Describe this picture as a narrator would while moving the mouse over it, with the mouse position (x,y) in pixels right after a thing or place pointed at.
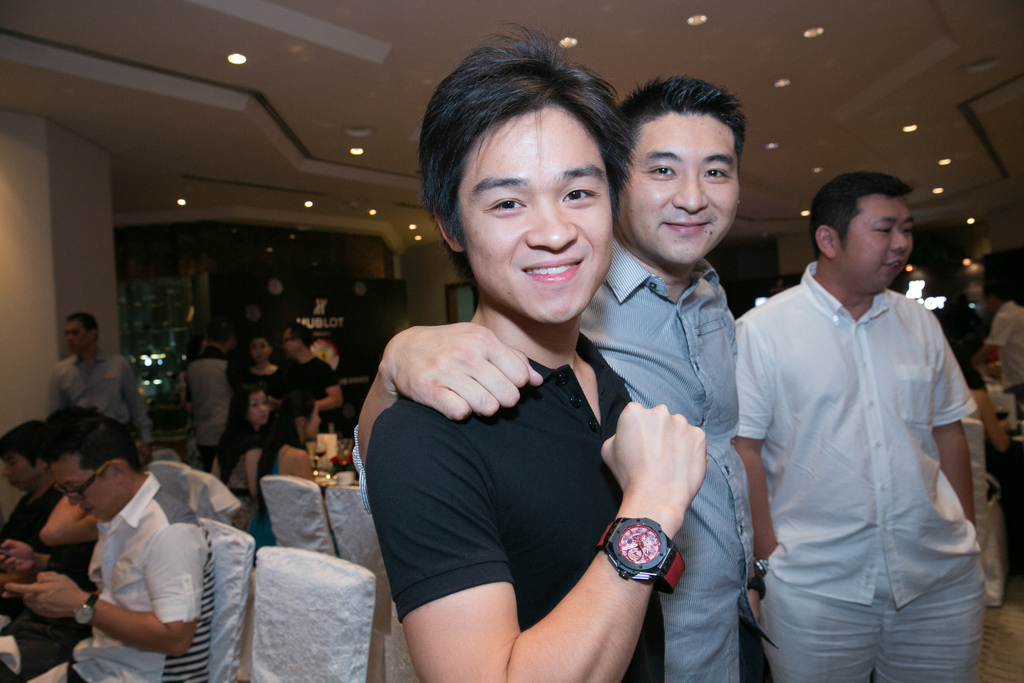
In this picture there is a man (526,425) who is wearing a black t-shirt (531,542) and watch (628,548), beside him there is another man (697,359) who is wearing a shirt (717,490) and trouser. On the left (94,443) there are two persons (103,555) were sitting on the chair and looking to their mobile phone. Back side of them we can see the two women (227,463) were sitting near to the table (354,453). On the table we can see flowers (350,458), wine glass (342,447), plates (321,477) and other objects (329,444). Beside that we can see the group of person (291,351) standing near to the banner (327,331). In the background (312,289) there is a banner (266,278). Beside that we can see the door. At the top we can see the lights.
